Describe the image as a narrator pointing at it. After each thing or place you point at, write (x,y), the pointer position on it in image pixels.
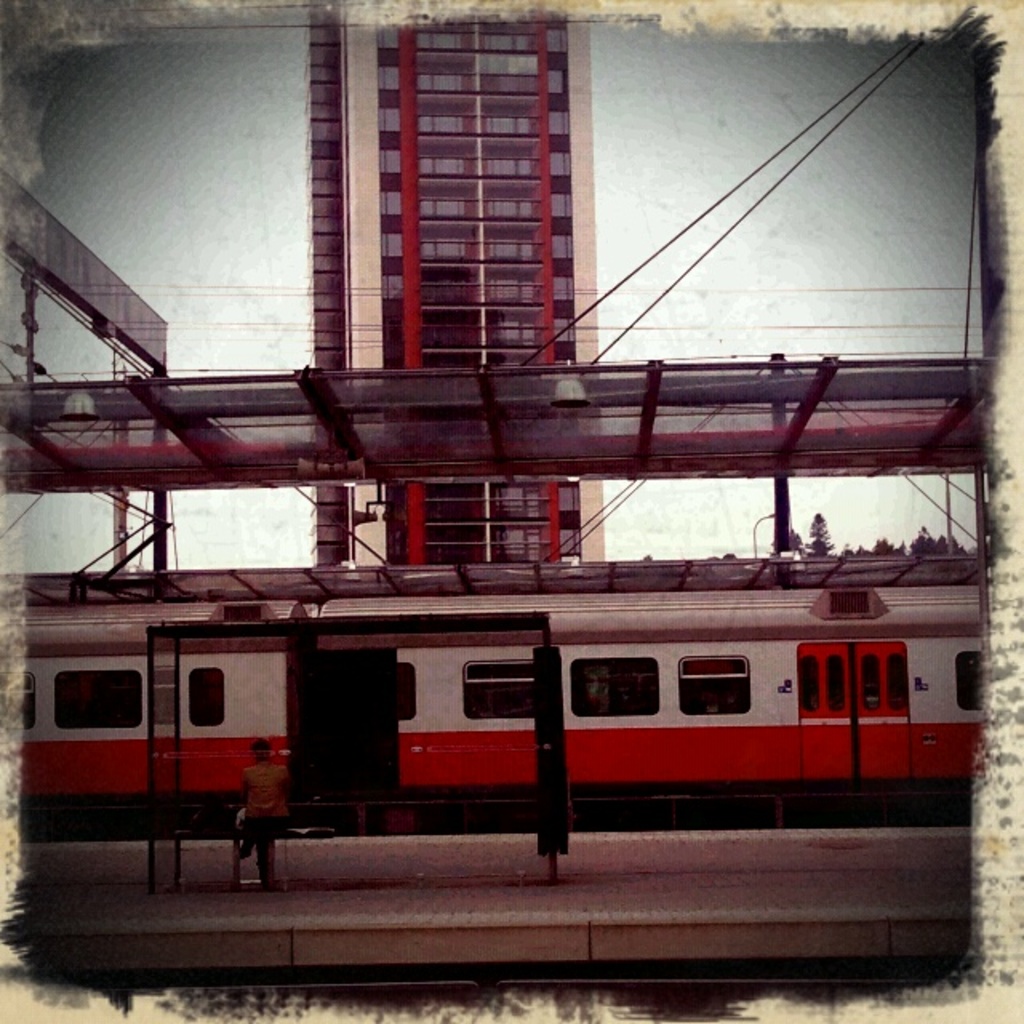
In this picture I can see there is a train (440,704) moving on the track (586,801) and there is a person (244,854) sitting on the bench (217,834) on the platform (529,838) and there is a building (513,558) in the backdrop (516,545) and the sky (258,99) is clear. I can see there is a roof (506,389) and an electric pole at left side (151,472) and the sky (52,318) is clear.
